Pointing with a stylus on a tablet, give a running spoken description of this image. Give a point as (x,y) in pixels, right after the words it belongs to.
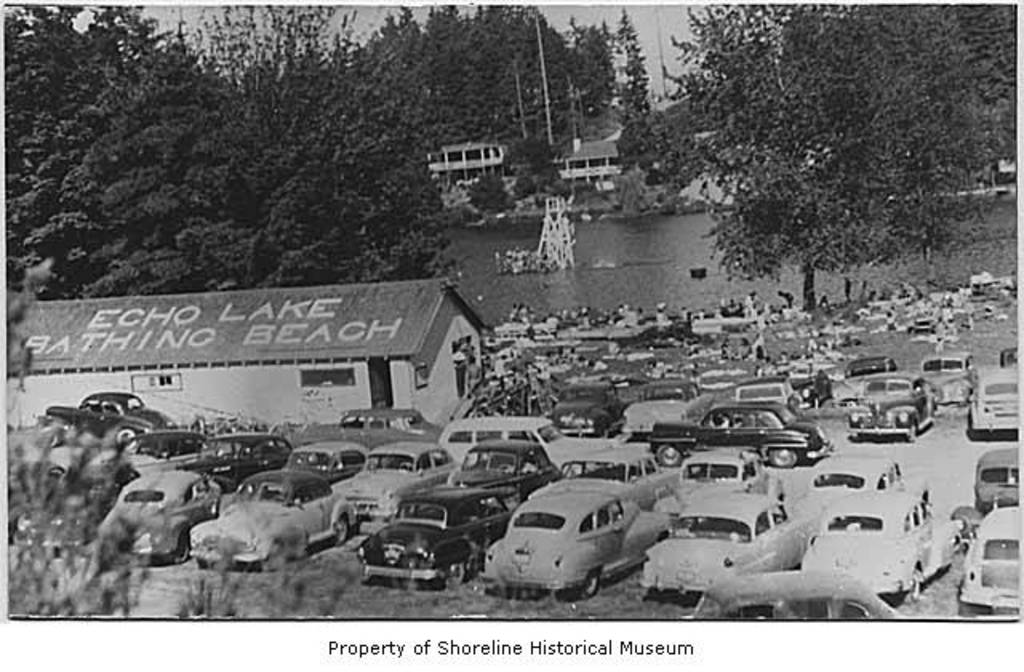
In this image, we can see so many vehicles (611,511), house (286,375), water (558,288), trees (771,221), buildings (588,176). At the bottom of the image (442,644), we can see some text (475,651).
